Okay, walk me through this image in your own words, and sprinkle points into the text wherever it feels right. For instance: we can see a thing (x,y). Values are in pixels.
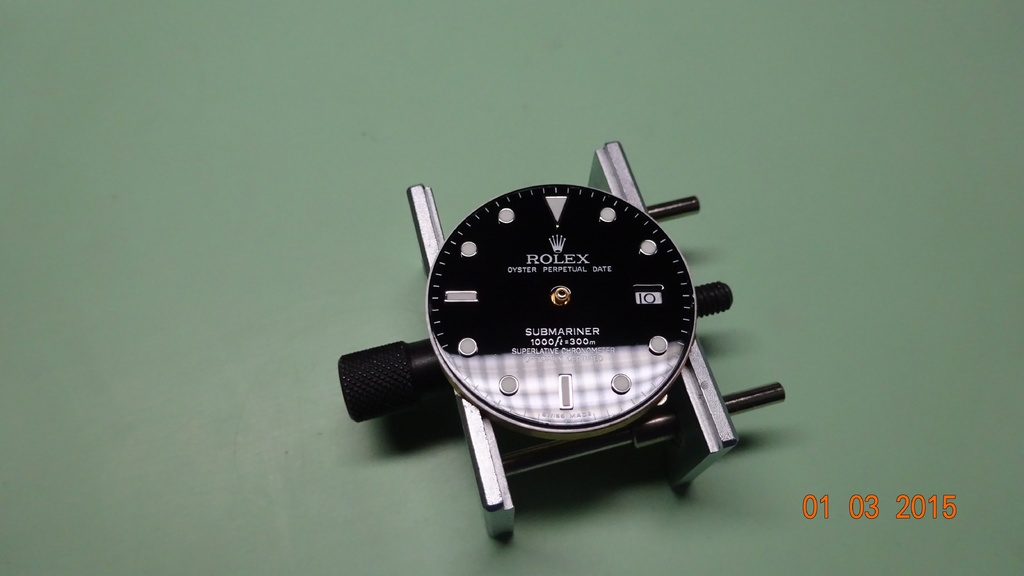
In the center of the picture (527,255) there is a watch (575,323), on the watch (553,281) there is text (559,261). The surface (387,310) is green in color. On the right (853,505) there are numbers (806,511) that is date (825,512).
